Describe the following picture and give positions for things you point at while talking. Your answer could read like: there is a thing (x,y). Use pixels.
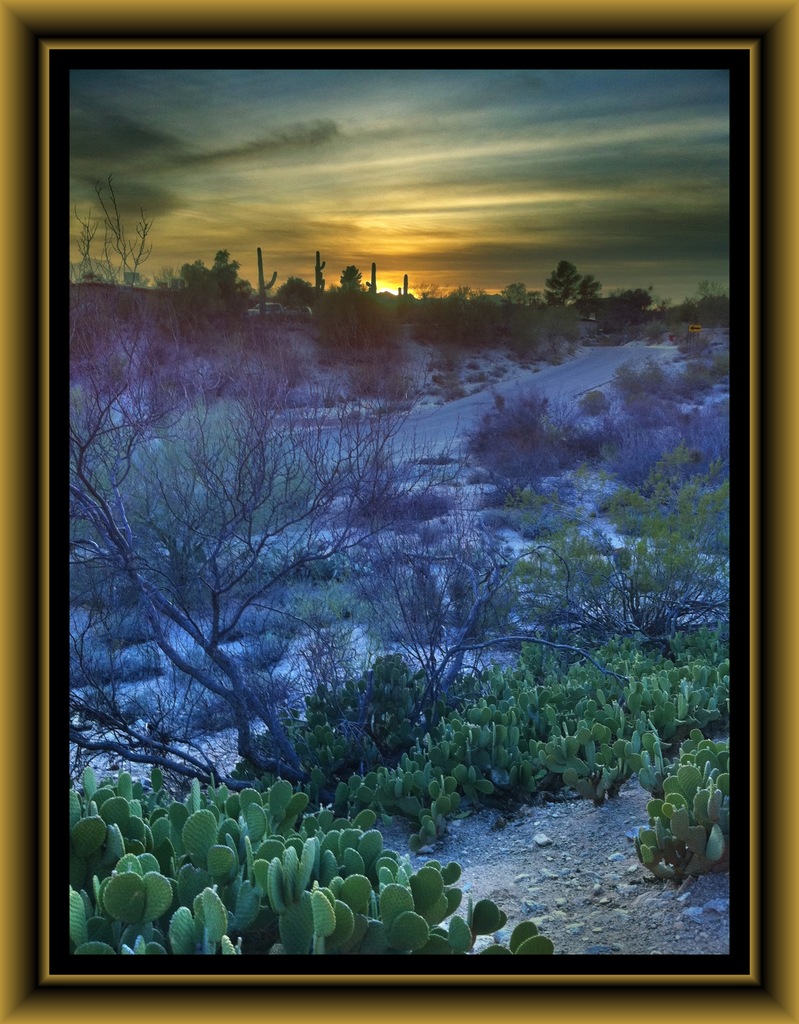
Here in this picture we can see a portrait (703,124), in which we can see cactus plants (208,827) and other plants (242,420) and trees (326,399) present all over there and we can also see clouds (371,225) in the sky (411,133) and a sunset (411,250) over there.
